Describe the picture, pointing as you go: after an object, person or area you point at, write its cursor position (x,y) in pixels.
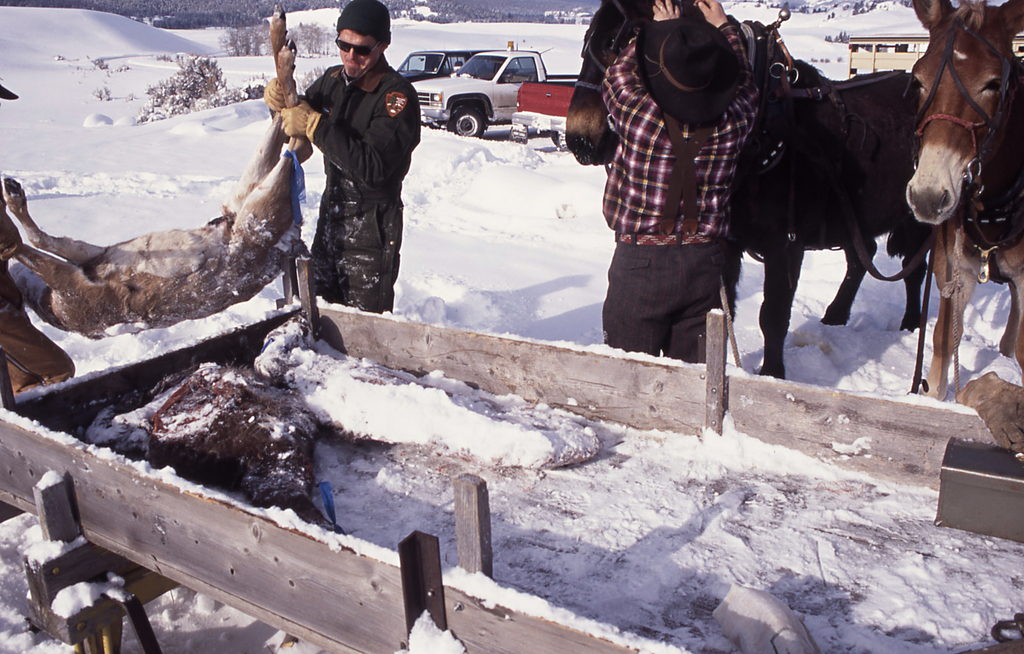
In this picture there is a person (620,134) standing over here and holding the horse (619,12) and as a person (340,213) standing holding an animal (290,223) in the backdrop (518,187) there is snow (529,188) and vehicles (476,69).
